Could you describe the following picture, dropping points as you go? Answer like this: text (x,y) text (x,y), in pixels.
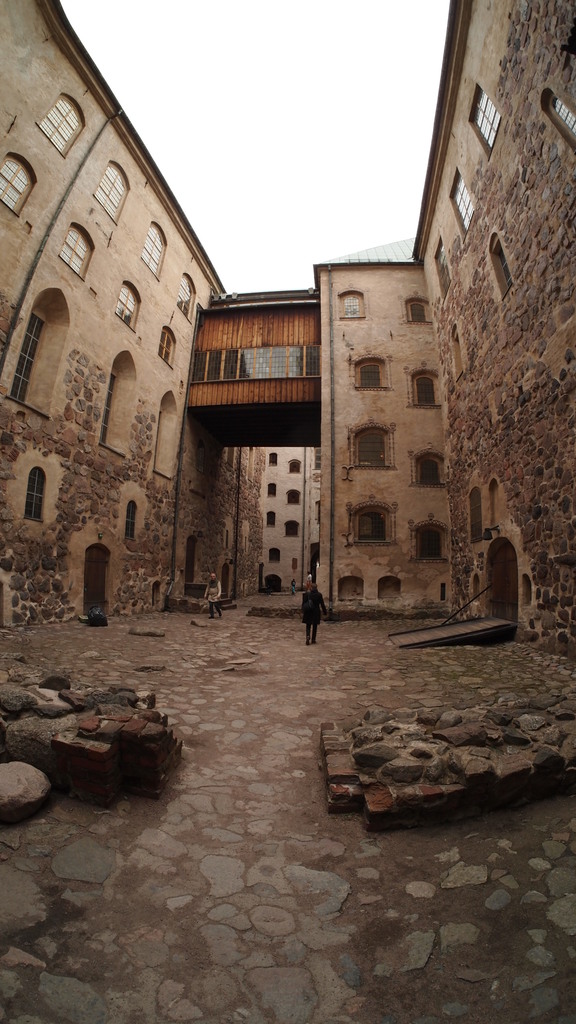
In this image, I can see the rocks (367,722) and buildings (153,305) with windows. There are two persons (220,612) standing. In the background (236,176), I can see the sky (184,159).
